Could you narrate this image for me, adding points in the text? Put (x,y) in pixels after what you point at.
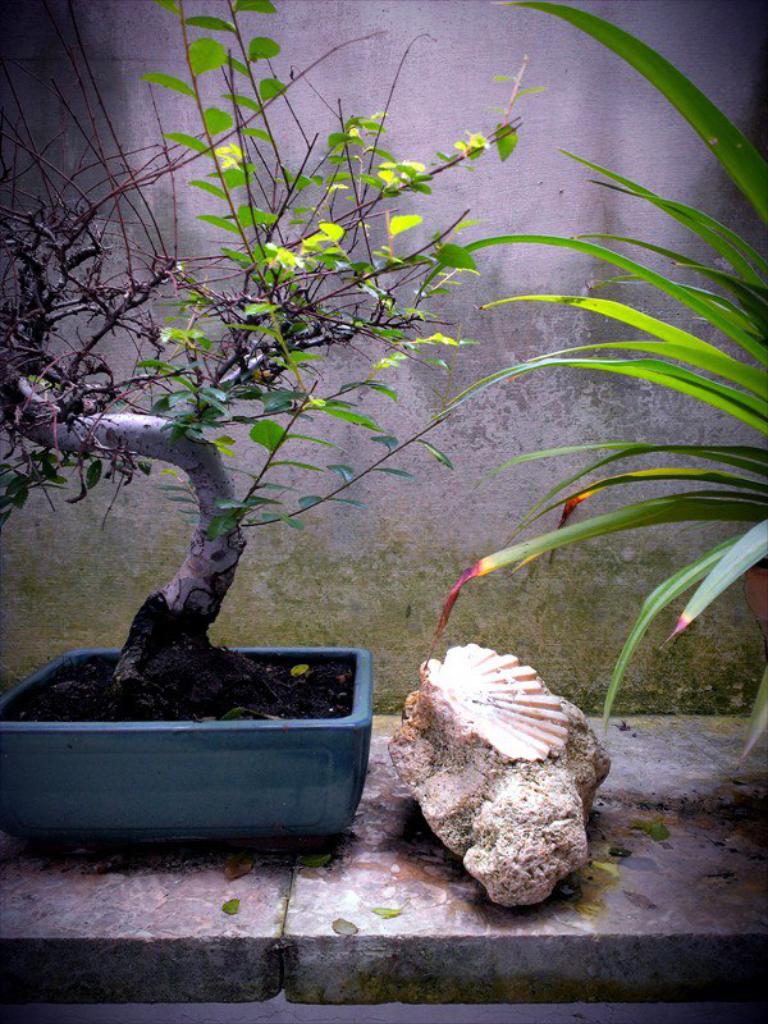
In this picture I can observe a plant (170,456) in the plant pot (316,782). This plant pot (239,732) is in blue color. Beside the plant pot (167,743) there is a stone (490,814). In the background (514,490) I can observe a wall (435,203).
